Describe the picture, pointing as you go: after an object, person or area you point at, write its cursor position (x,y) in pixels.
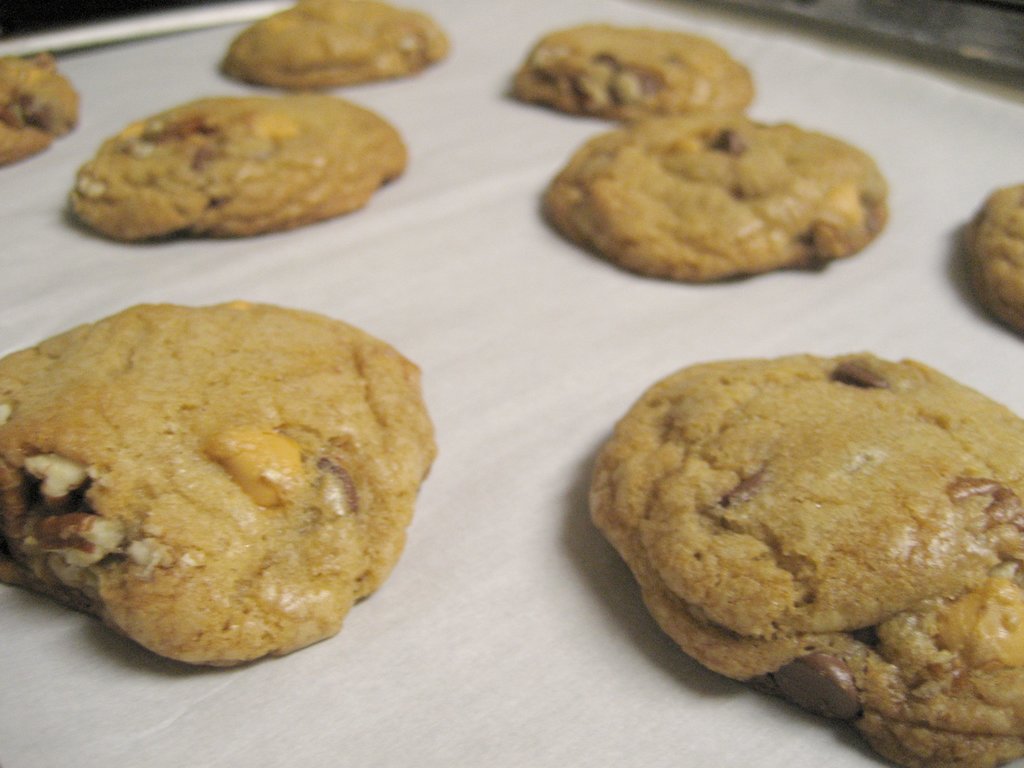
This picture contains cookies (118,138) which are placed on the white color sheet (437,435).
